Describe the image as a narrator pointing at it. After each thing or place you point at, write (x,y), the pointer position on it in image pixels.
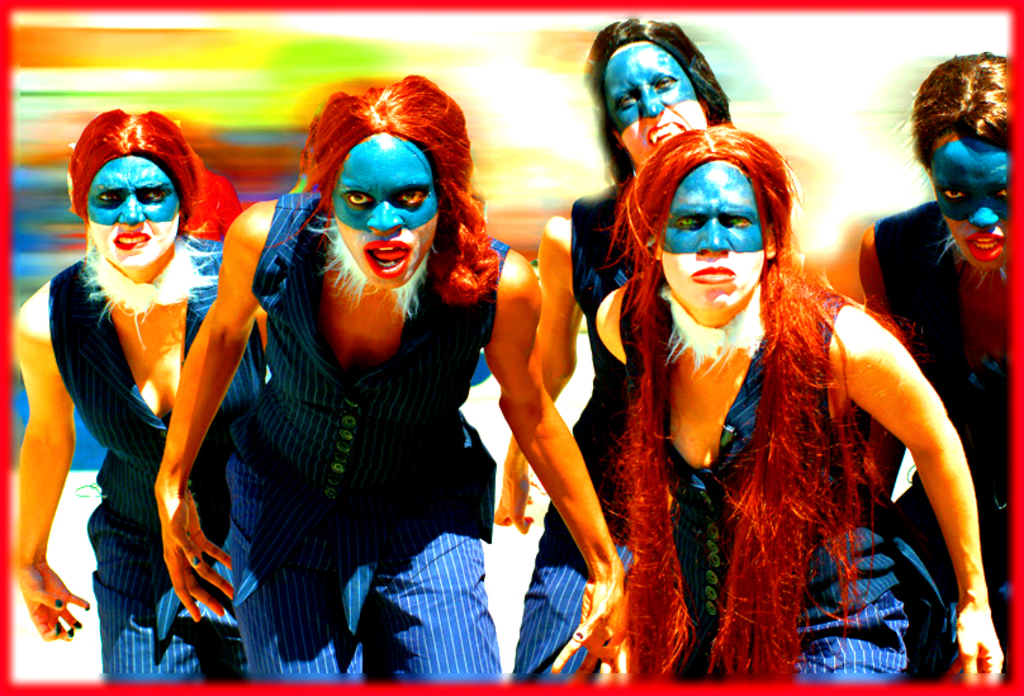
This is an edited image. I can see five persons (534,294) standing with face paintings (398,219). There is a blurred background (218,143).
